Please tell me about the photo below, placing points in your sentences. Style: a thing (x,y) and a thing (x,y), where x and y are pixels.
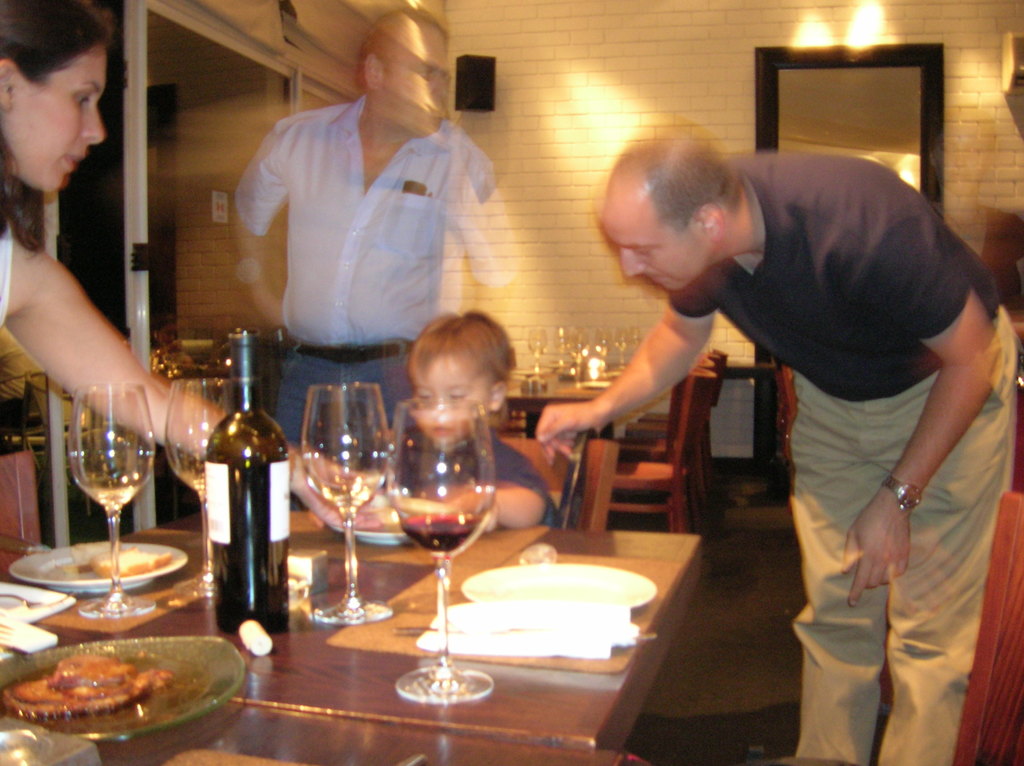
There are three people (621,262) standing. A person (935,416) on the right (903,430) is wearing a watch (897,494). A small boy (544,488) is sitting on chair (608,487). In front of him there is a table (321,694). On the table (236,737) there are glasses (97,475), bottle (254,528), plates (189,676), tissue (533,621) and many food item (147,569). There are many chairs (683,438) and tables (540,376) in this room (212,430). In the background (593,135) there is a wall (629,81) with speaker (463,66), door (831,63) and lights (799,44) are there on the wall (678,53).
